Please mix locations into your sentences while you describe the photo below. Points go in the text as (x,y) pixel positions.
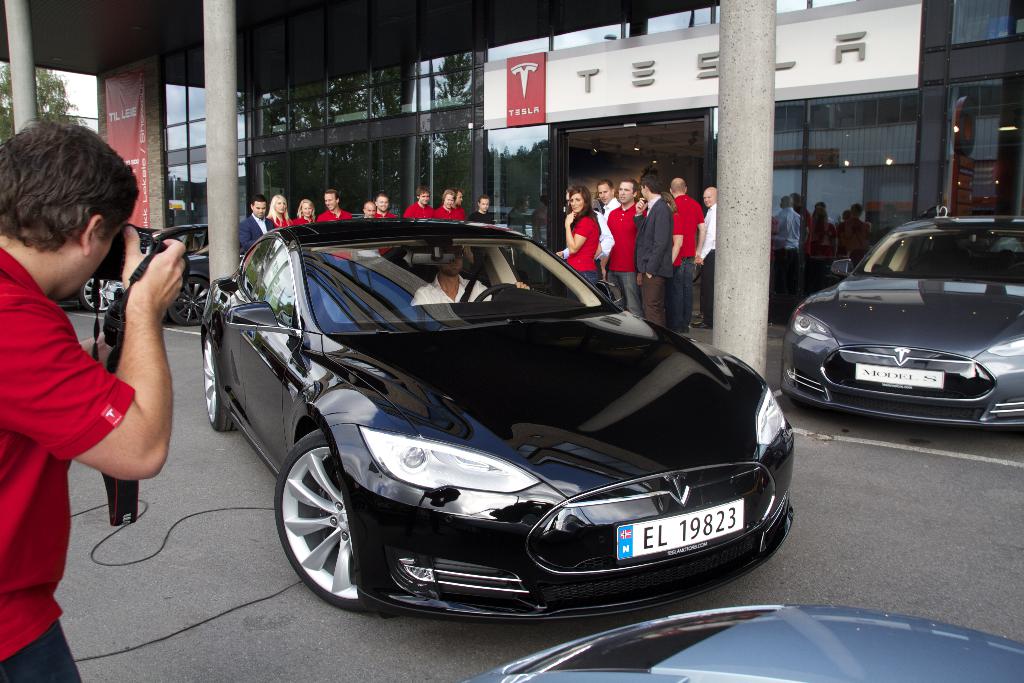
There are group of people (619,230) standing. This is the black car (503,400) with the person (465,288) inside the car (432,306). Here is the other man (47,386) standing and taking photographs using camera (140,271). These are the pillars (209,125). I can see a banner (145,147) hanging at the background (134,126). This is the building (424,94) with the name board (822,33) attached. There are two more cars (911,386).
